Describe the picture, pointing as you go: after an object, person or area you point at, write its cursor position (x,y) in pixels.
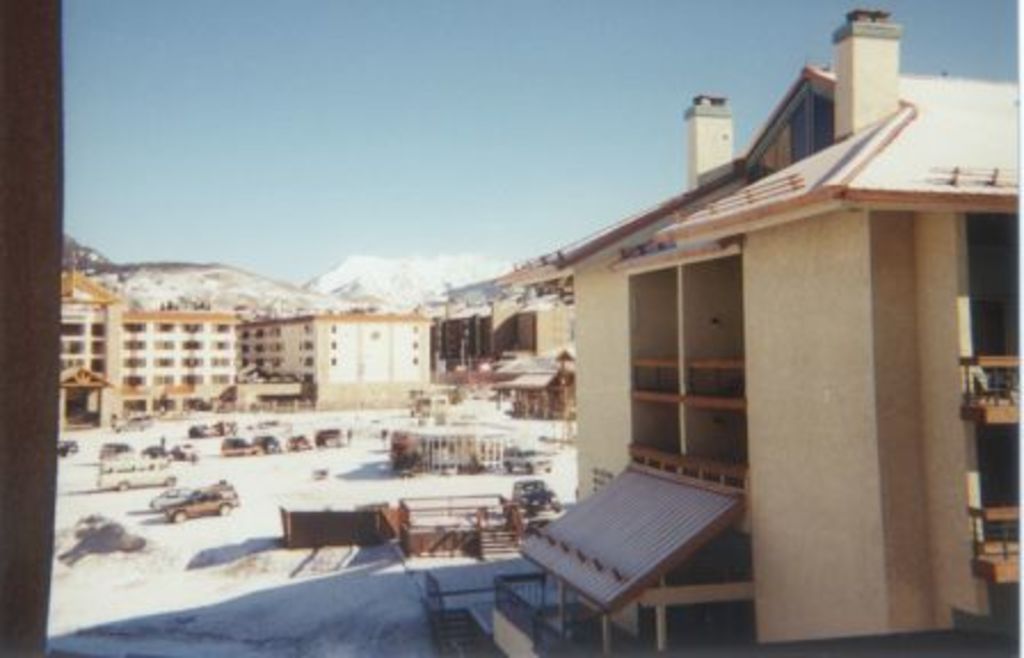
In this image there are so many buildings (670,310), mountains (395,295) and some vehicles (327,447) at the middle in a ground (352,507) around that there are some other things (328,543).
